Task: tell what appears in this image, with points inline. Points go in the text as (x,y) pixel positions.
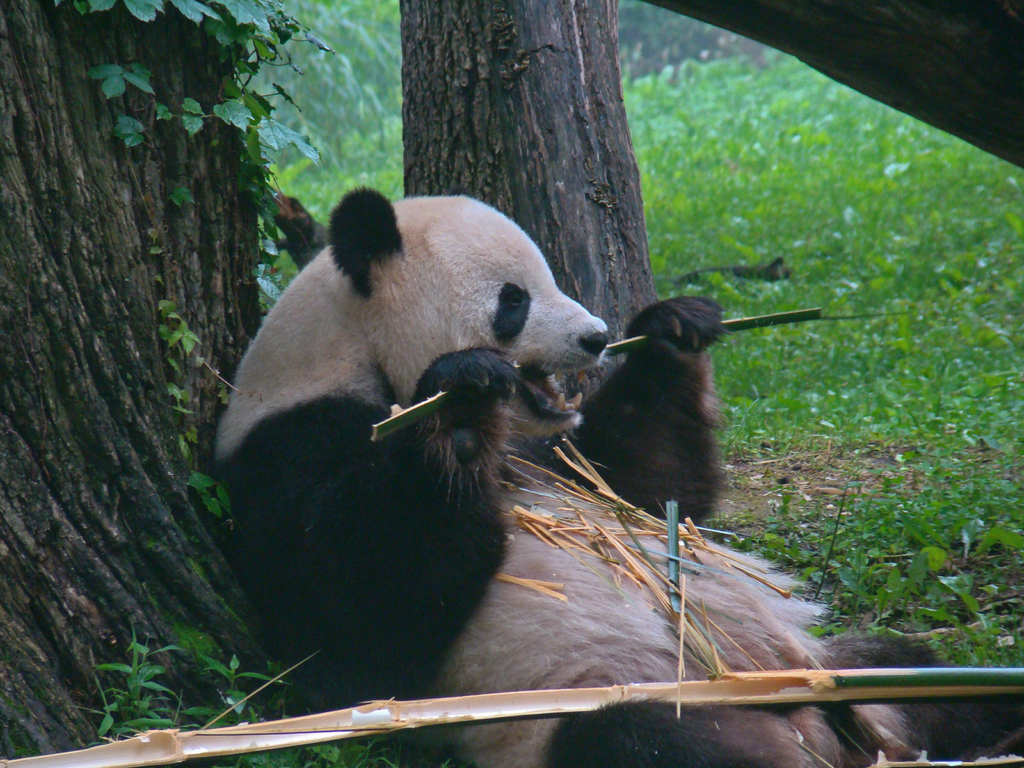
In this image, we can see a bear (554,564) is sitting near the tree trunk (158,457) and holding a stick (414,418). Background (883,151) we can see few plants (913,323), trees (990,136).
